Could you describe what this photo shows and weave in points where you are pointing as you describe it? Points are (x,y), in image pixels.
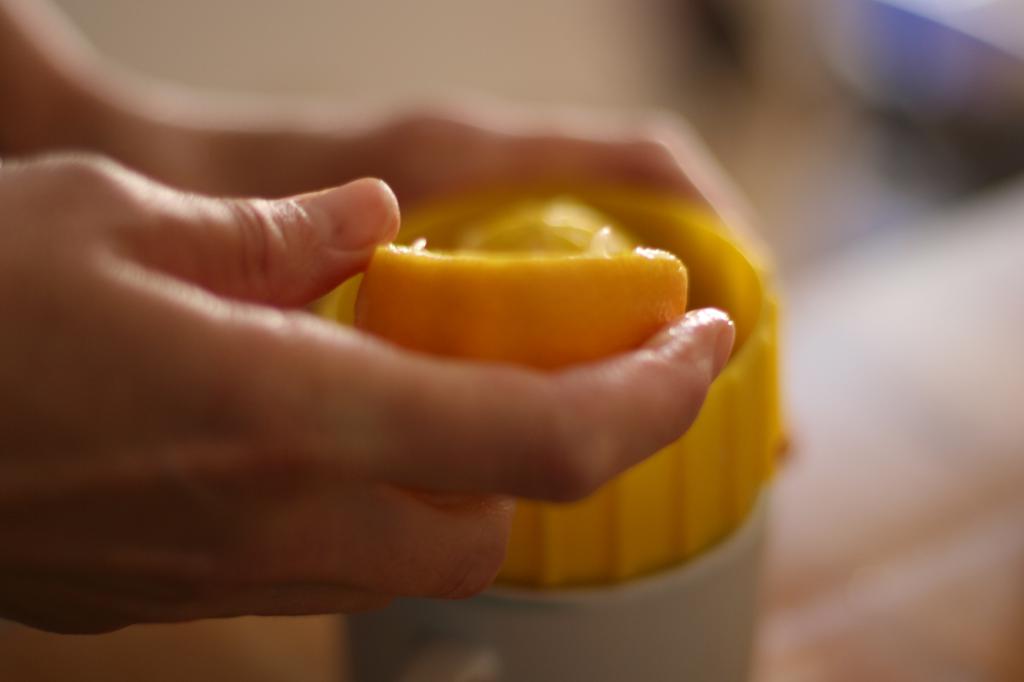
In this image we can see a person (359,332) holding the orange (529,324) in one hand (330,415) and juicer (672,653) in the other hand (661,158). Background of the image (423,36) is blur.
